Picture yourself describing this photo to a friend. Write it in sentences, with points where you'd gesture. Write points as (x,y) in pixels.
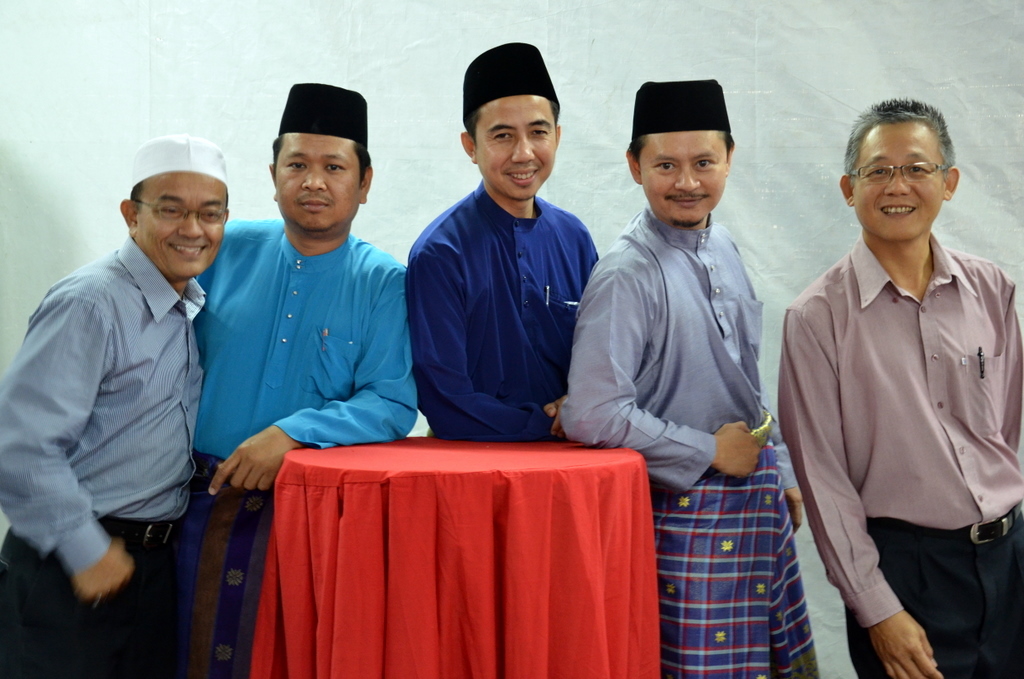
In this image I can see few men (317,329) are standing and I can see a smile on their faces (276,161). I can also see four of them (147,224) are wearing caps (213,164) and two of them (874,203) are wearing specs (179,208). I can also see most of them (510,370) are wearing shirts (272,400). Here I can see red colour cloth (487,523).
